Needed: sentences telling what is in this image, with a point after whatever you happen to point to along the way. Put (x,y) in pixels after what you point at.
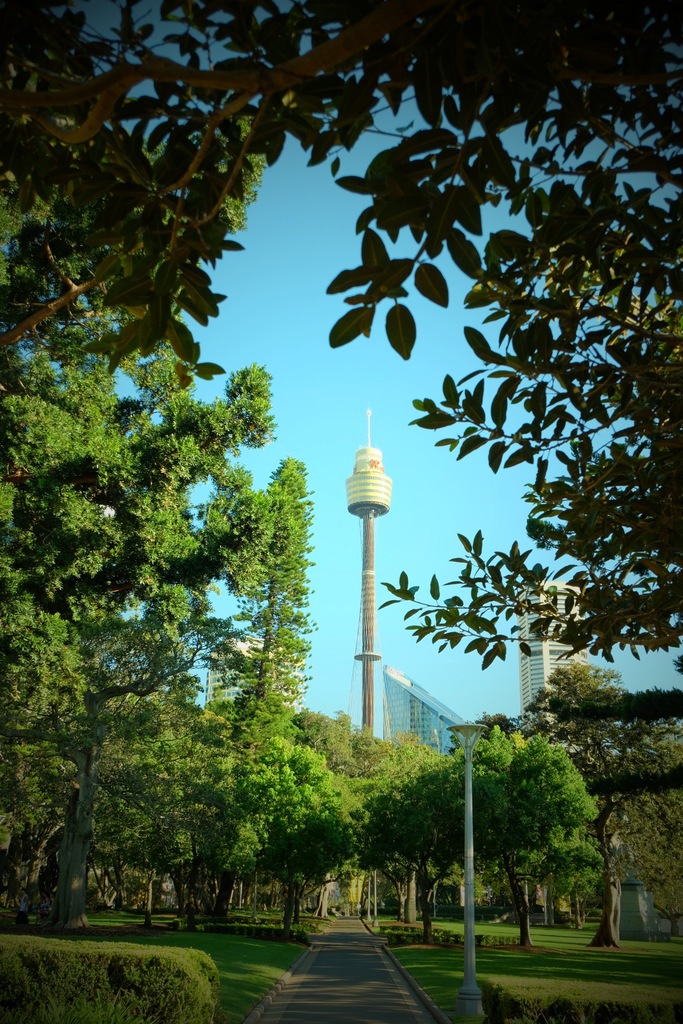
In the center of the image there is pavement (327,977), beside the pavement (309,964) there is grass (255,939), bushes (271,931), trees (433,862) and lamp posts (468,915), in the background of the image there are buildings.
